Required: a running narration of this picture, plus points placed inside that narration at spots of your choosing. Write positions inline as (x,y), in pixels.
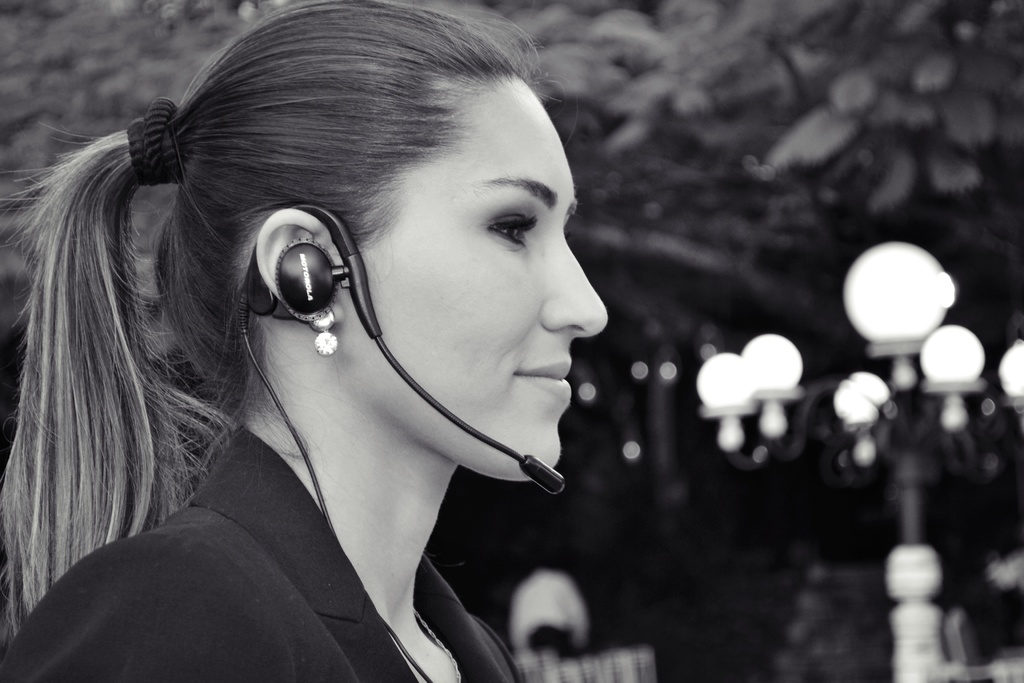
In this black and white picture there is a woman (236,473). She is smiling. She is wearing a microphone (405,380) around her ear (269,261). Behind her there are trees (71,41). To the right (775,398) there are lights (885,328) to the pole (915,457). The background (949,611) is blurry.
